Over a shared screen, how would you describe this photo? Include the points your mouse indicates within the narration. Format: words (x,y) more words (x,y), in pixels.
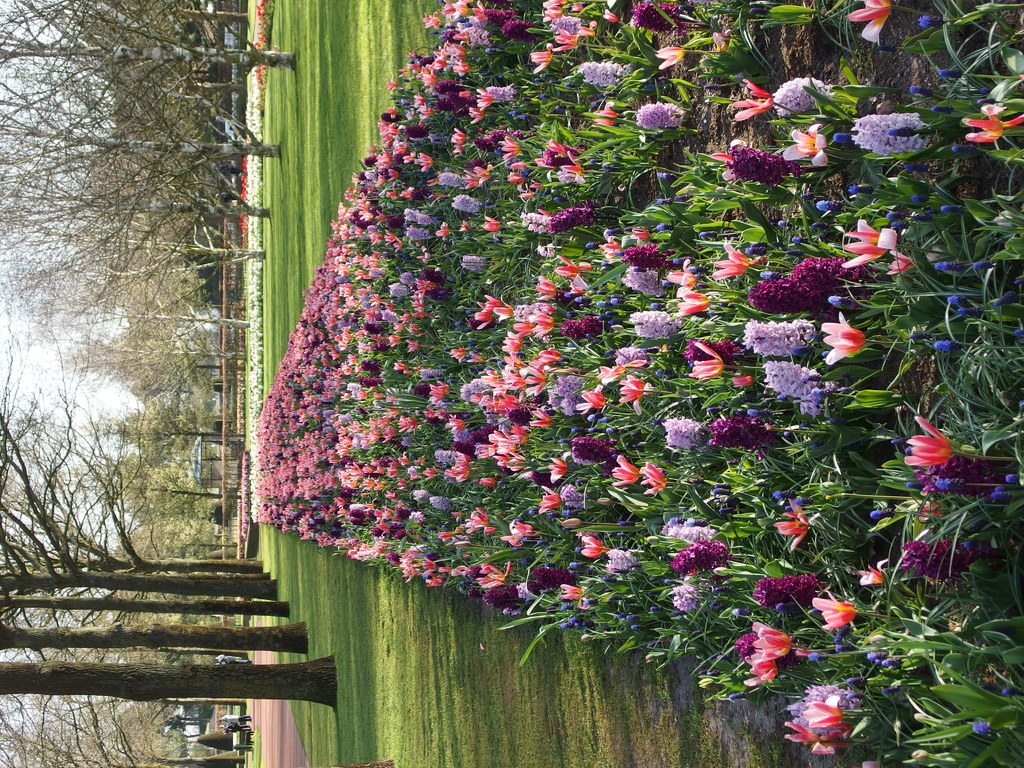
In the center of the picture (400,418) there are flowers (352,437) and plants (477,572). On the right (719,23) there are flowers (874,23) and plants (879,333). On the left (227,574) there are trees (179,568) and flowers (244,220) and grass (305,655).
